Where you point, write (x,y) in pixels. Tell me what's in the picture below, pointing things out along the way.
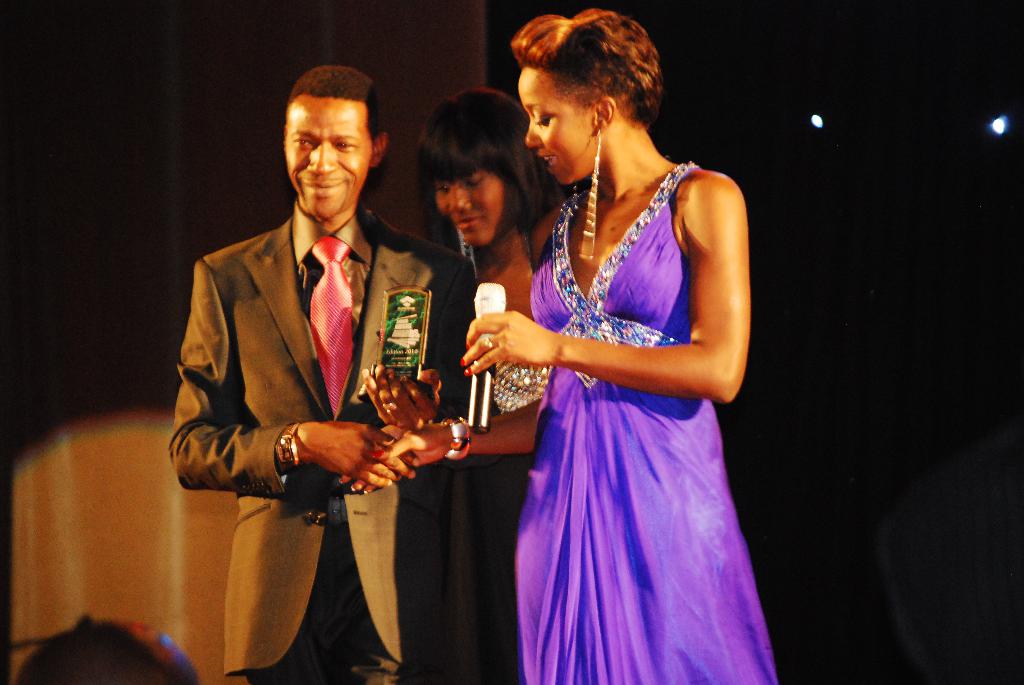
There are three people (297,417) standing and he is holding trophy (390,360) and she is holding microphone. In the background (825,53) it is dark and we can see lights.
